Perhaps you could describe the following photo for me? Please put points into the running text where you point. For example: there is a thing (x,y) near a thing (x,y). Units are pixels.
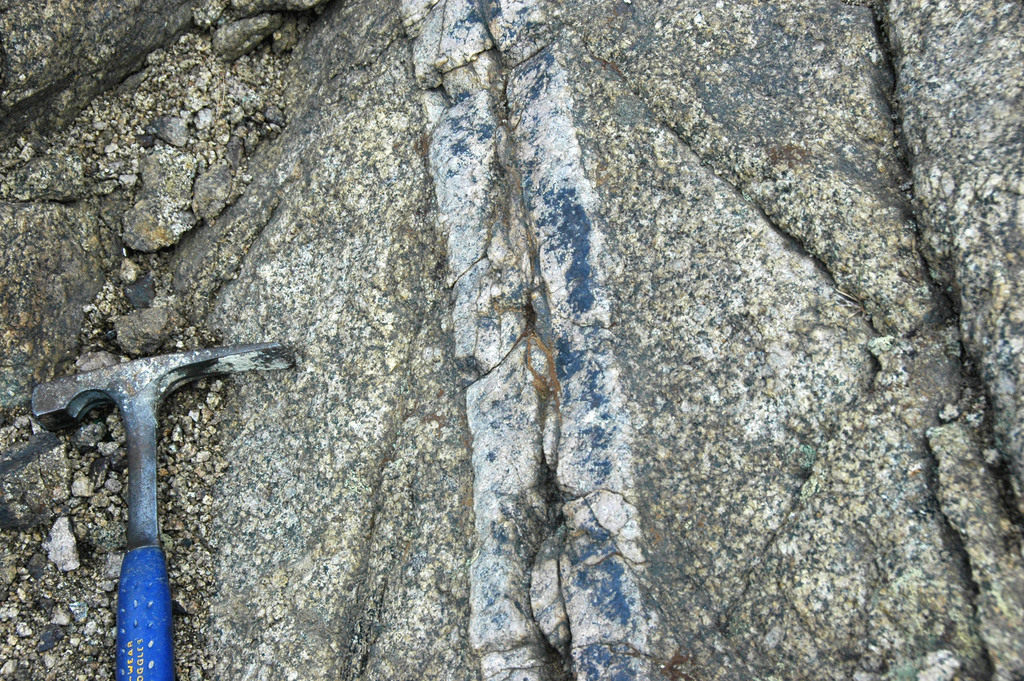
In this image there is a hammer (140,640) on a rock surface (186,7).
